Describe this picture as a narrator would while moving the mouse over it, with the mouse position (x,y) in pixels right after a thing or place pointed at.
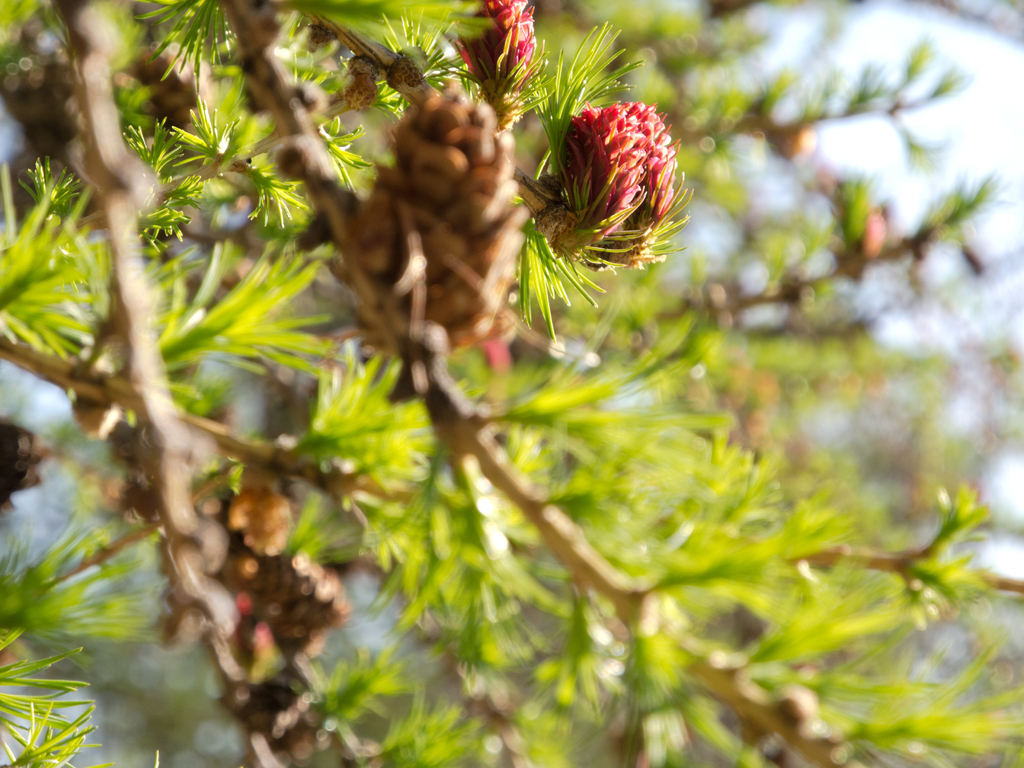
In this picture we can see red color fruits (618,139) on the green plant (415,564). Behind there is a blur background (109,716).
